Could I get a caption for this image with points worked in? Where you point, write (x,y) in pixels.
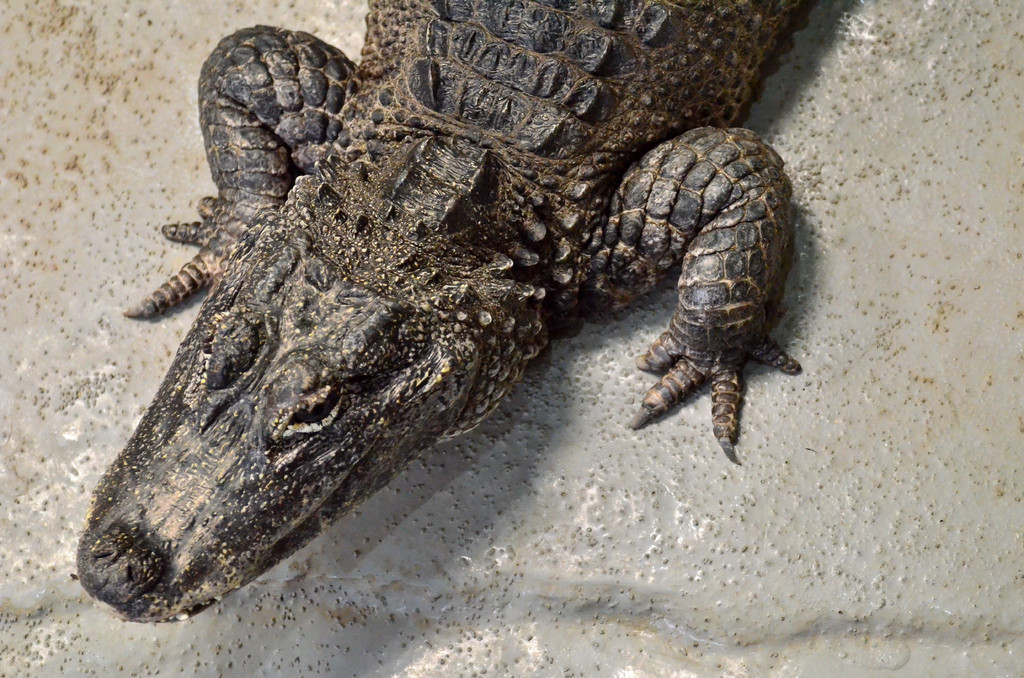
In this picture, we see a crocodile (426,310) or a reptile (406,228) in black color. In the background (612,500), we see a white floor (738,515).
